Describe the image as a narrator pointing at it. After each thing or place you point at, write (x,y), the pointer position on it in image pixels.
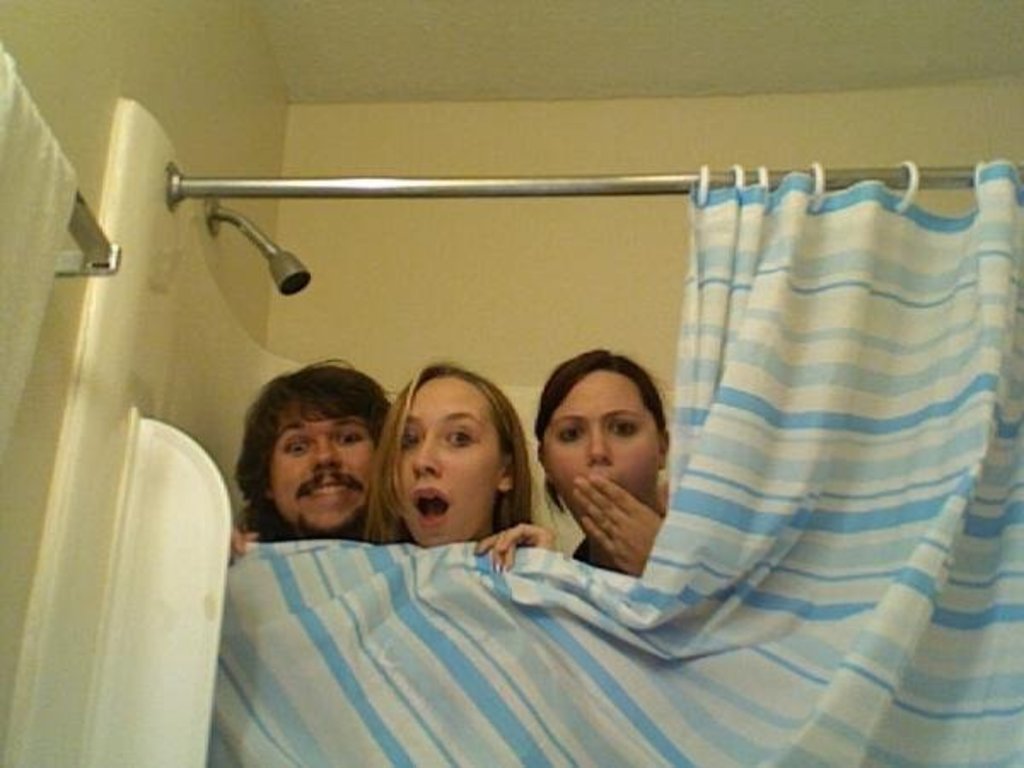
The picture is taken inside the washroom (155,555). In the middle of the picture (503,469) we can see three persons (403,459), shower (283,251), curtain (915,435), iron rod (350,190) and other objects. On the left (48,258) we can see towel (39,213) and hanger (85,231). In the background (537,106) there is wall (459,116).
